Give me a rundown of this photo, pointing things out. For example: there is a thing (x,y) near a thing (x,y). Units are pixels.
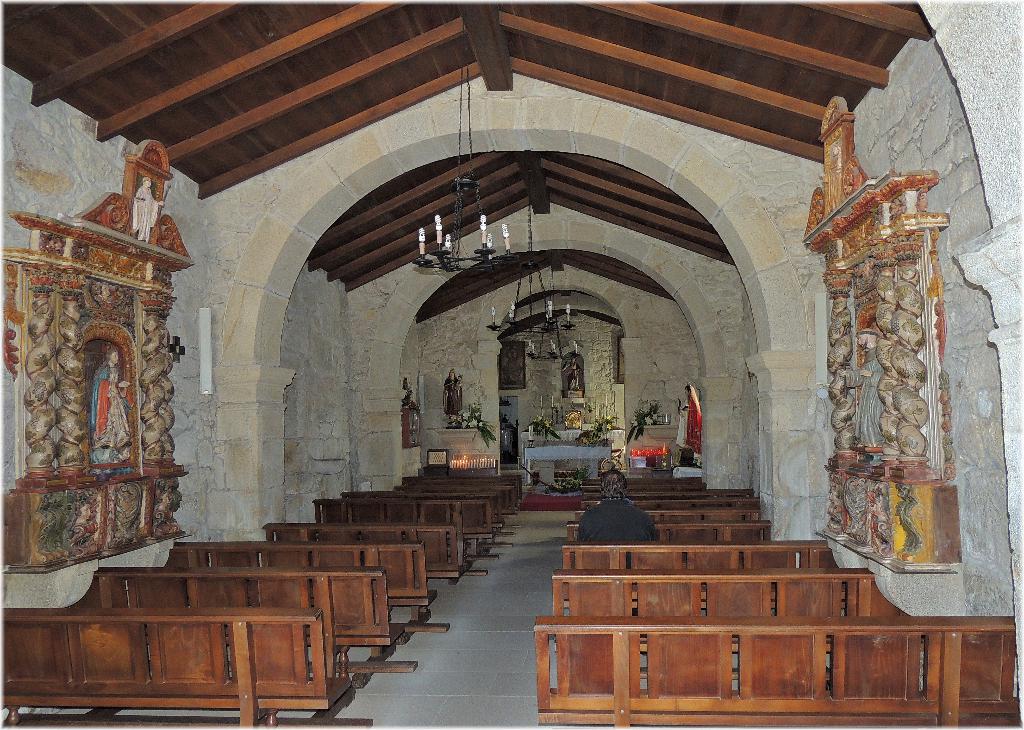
There is a person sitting on bench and we can see benches (844,584) and statues (116,462) on walls (193,462). In the background (691,397) we can see statues (447,382), flowers (533,423), candles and wall (545,411). At the top (488,236) we can see candles (486,236) on stands (451,257).
